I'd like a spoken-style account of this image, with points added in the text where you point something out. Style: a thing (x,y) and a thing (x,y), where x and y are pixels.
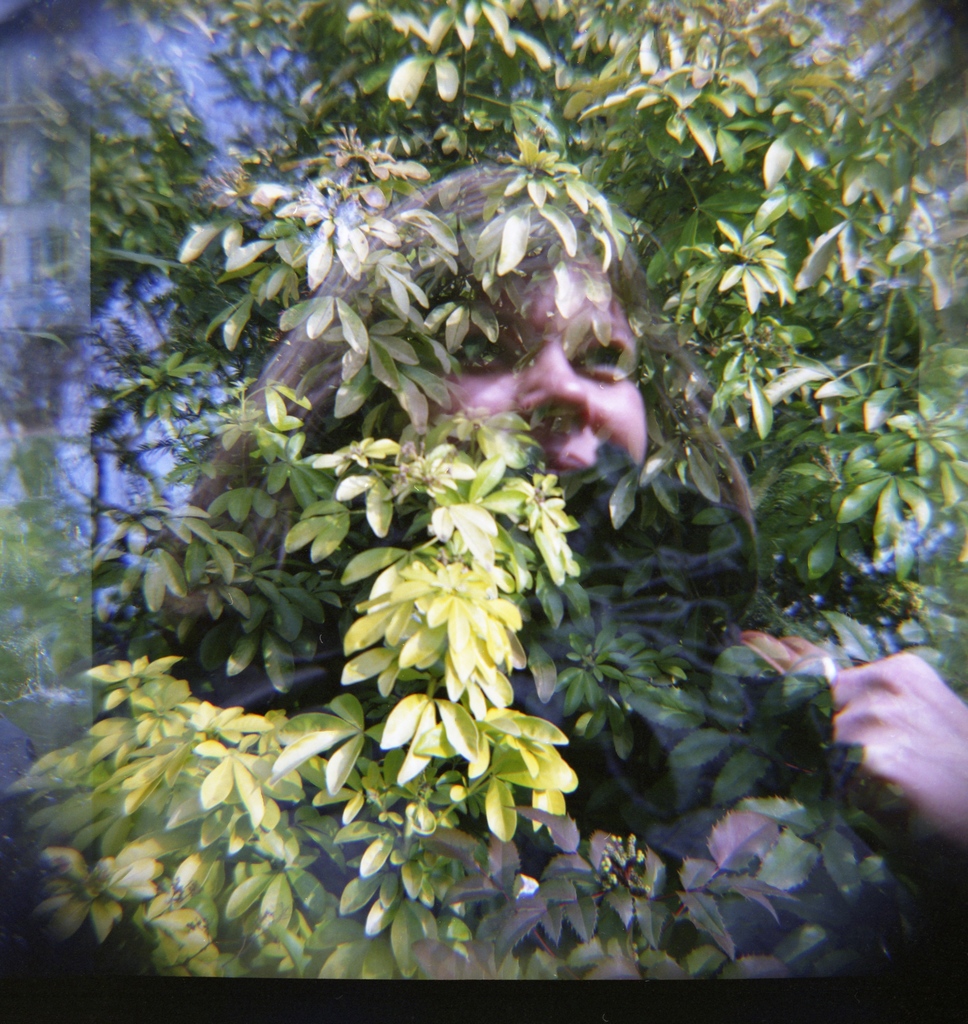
This looks like an edited image. I can see the face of a woman (463,489). This is a tree (325,329) with branches (848,139) and leaves (478,676).
